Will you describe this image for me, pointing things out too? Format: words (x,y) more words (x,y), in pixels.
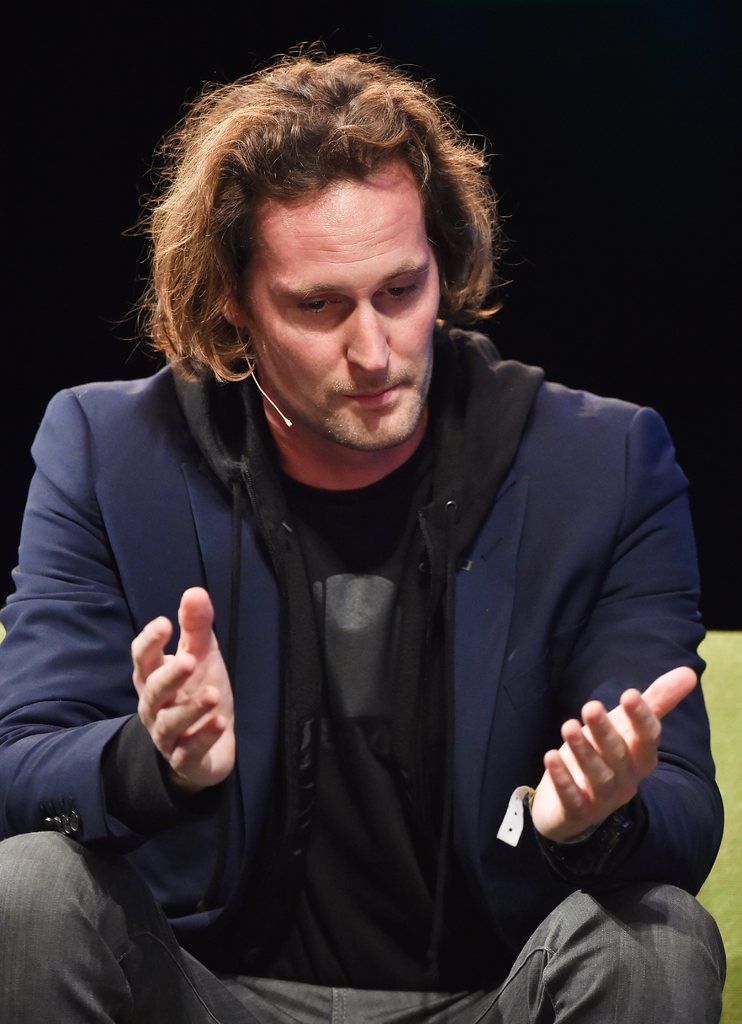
In this image there is a man (575,707) sitting on chair (729,770), in the background (425,9) it is dark.
